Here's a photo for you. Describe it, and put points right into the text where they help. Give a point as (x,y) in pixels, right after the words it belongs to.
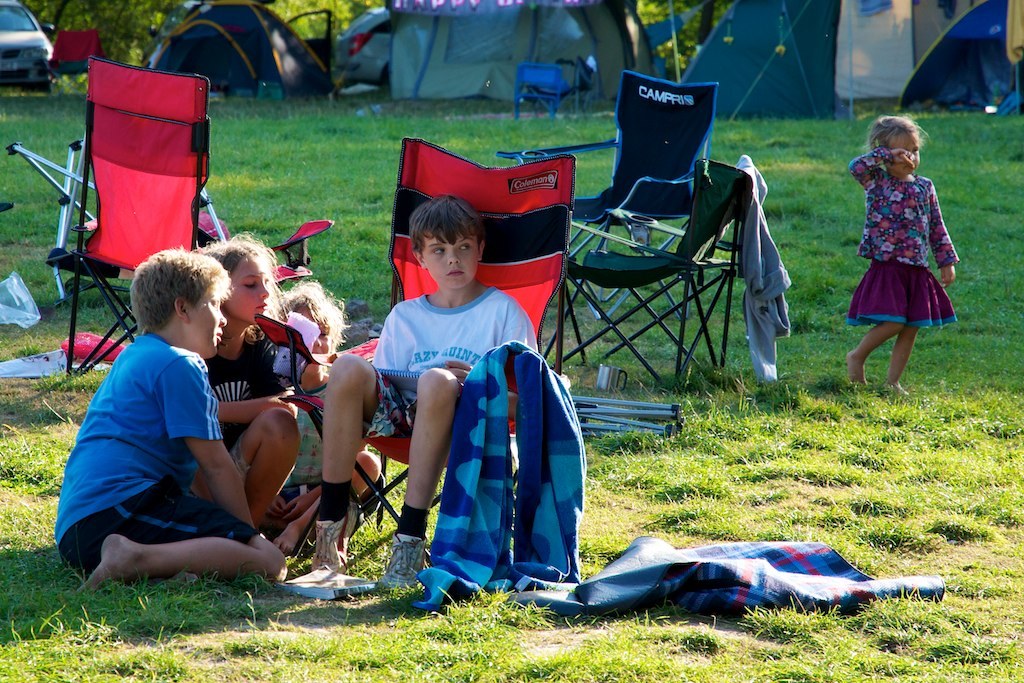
On the left (272,403) 3 children (198,423) are sitting. In the middle (430,333) a boy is sitting in the chair (412,292) right girl (910,122) is walking behind them there are tents (613,14) and vehicles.
